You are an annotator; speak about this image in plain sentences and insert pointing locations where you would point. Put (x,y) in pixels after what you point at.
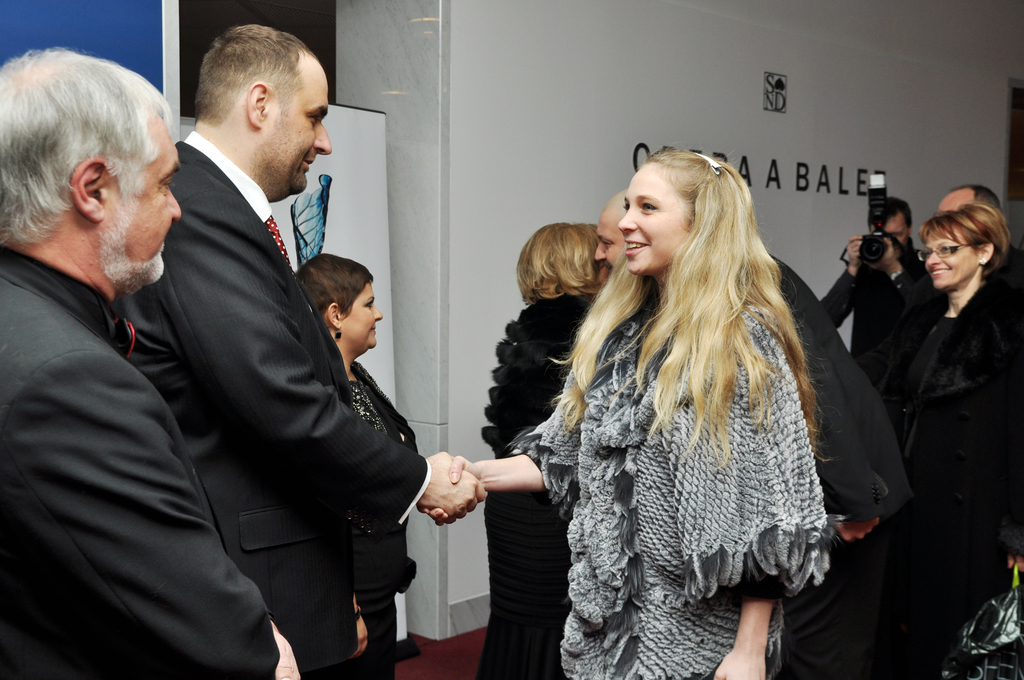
In this image a woman (606,347) is standing on the floor (438,667) and shaking hands (442,490) with a person (268,377) wearing suit (255,350) and tie (280,240). Beside there is a person (136,450) wearing suit (66,471). There is a person (859,270) holding a camera (880,250) in his hand (857,238). Before there is a woman (953,265) wearing spectacles (944,254), behind there is a person (965,194). Few persons (954,198) are standing on the floor (452,660). There is a banner (297,212), behind there is a wall (721,84).
